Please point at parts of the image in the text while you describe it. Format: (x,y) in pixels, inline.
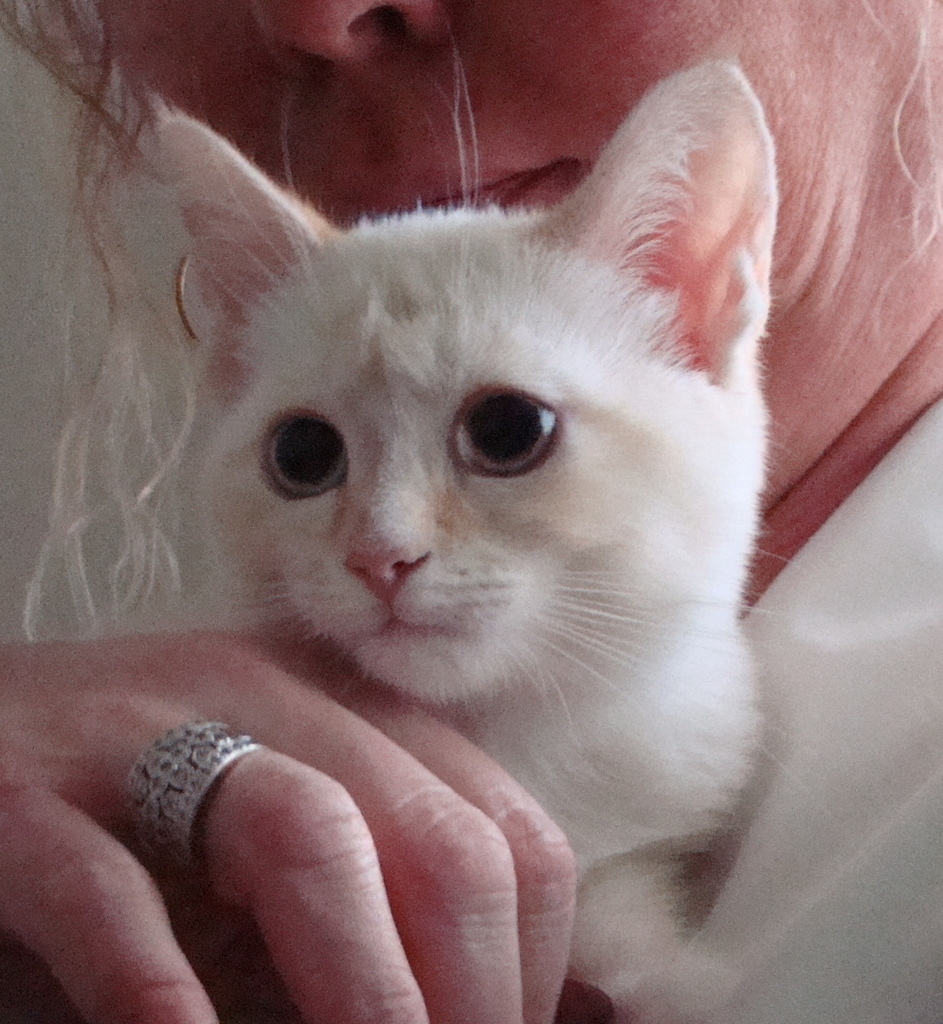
In this image, we can see a woman (559,864) holding a cat (651,578) and wearing a finger ring (192,805). On the left side of the image (53,468), we can see the wall (3,450).
